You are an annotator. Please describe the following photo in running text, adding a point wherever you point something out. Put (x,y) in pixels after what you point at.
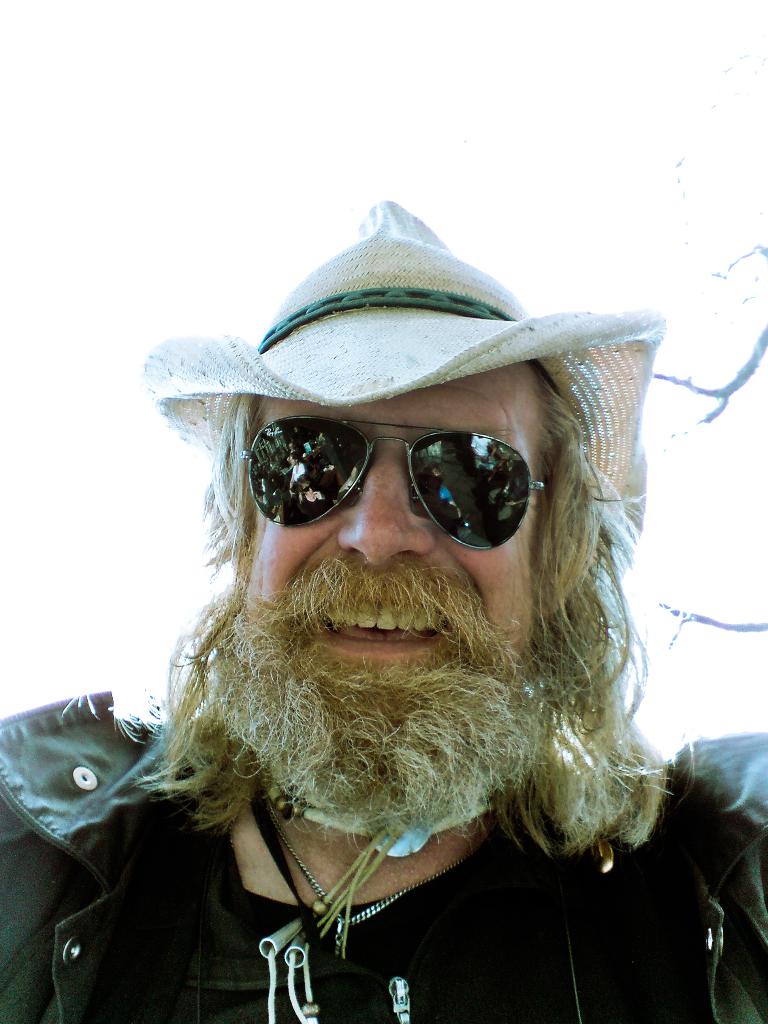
In this image there is a man (374,618) with a hat (405,343) and glasses (464,479) and he is smiling.
